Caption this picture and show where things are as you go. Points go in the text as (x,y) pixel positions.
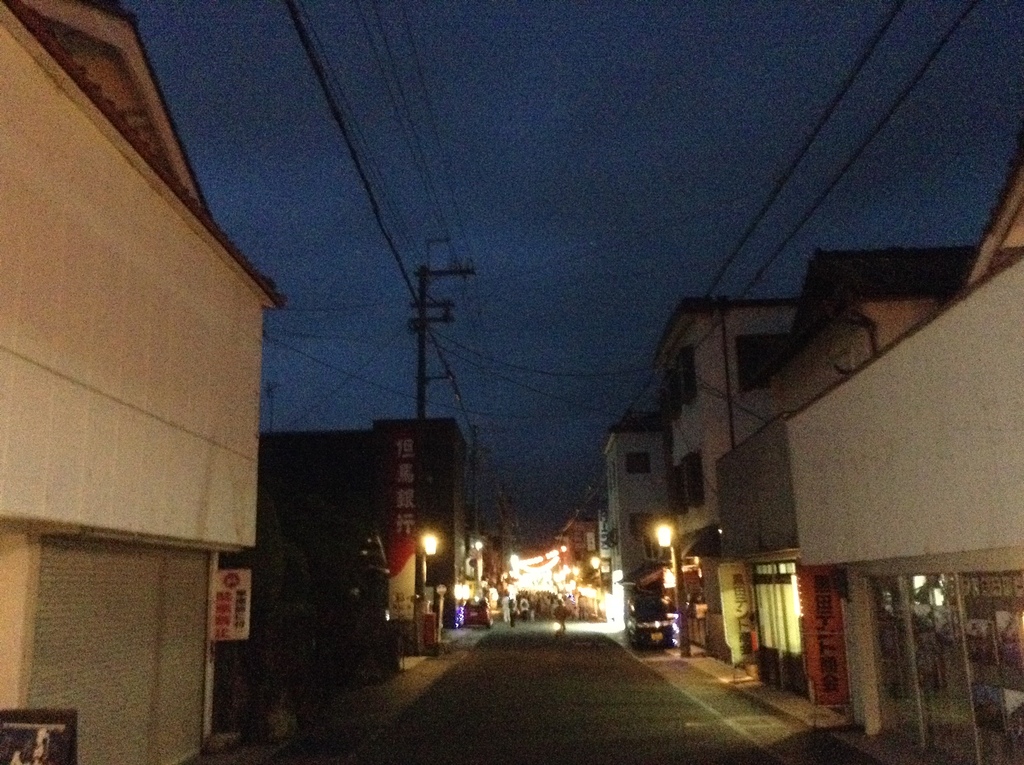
In this image we can see some buildings (354,573), the sign boards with some text (220,595) on them, an utility pole (419,406) with wires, poles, lights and the sky (559,264).
